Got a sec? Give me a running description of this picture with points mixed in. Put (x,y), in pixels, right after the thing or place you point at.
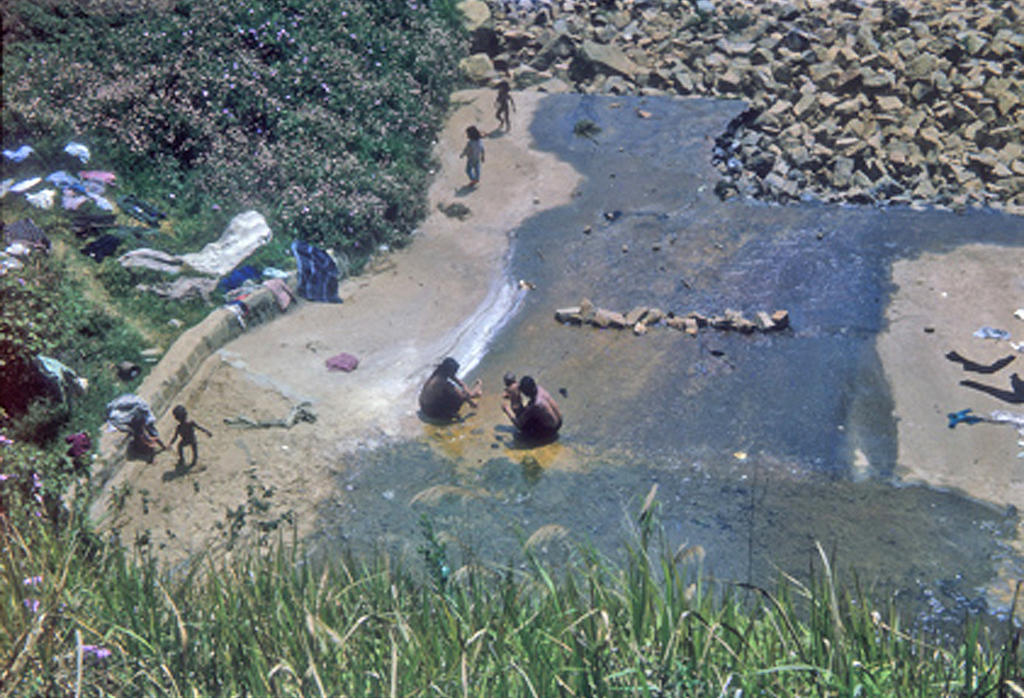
At the bottom of the image (330,642) we can see plants (147,626) and flowers (24,582). In the background of the image (526,490) we can see water (471,449), people (437,411), plants (204,136), flowers (268,22), stones (904,153), clothes (233,254) and other objects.
